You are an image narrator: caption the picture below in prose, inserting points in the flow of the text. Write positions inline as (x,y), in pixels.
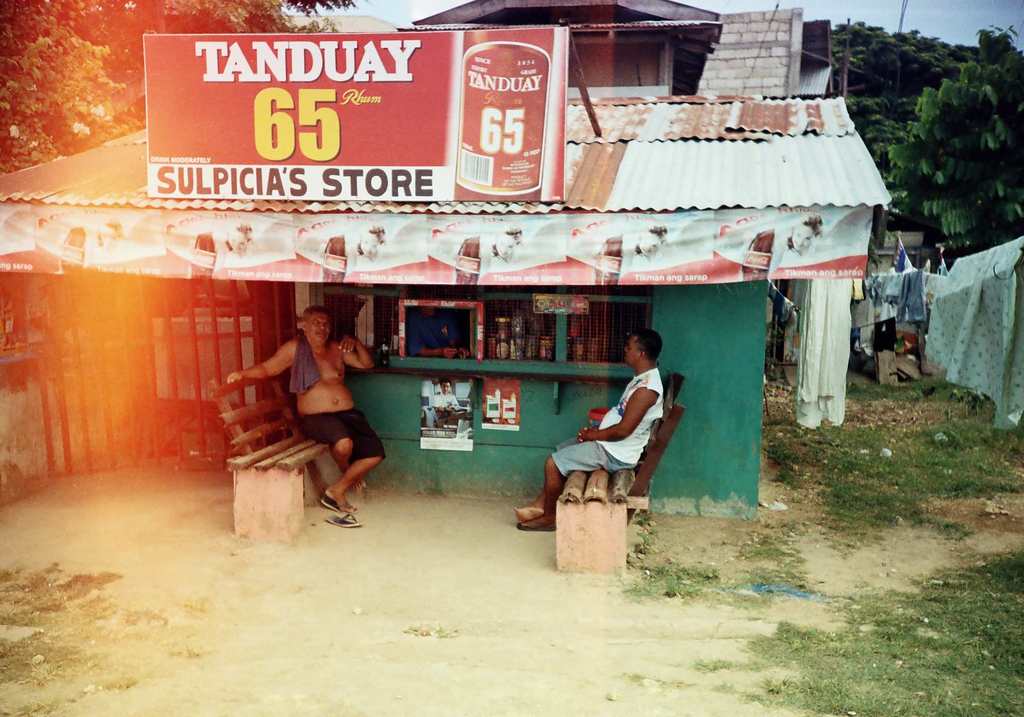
In this picture I can see two persons (648,382) sitting on the benches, there is another person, there is a shop (536,318) with some items (506,351), there are posters (453,428), board (475,197) and a banner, there are clothes (983,331) hanging on the ropes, and in the background (790,3) there are trees (6,51) and the sky (835,4).
